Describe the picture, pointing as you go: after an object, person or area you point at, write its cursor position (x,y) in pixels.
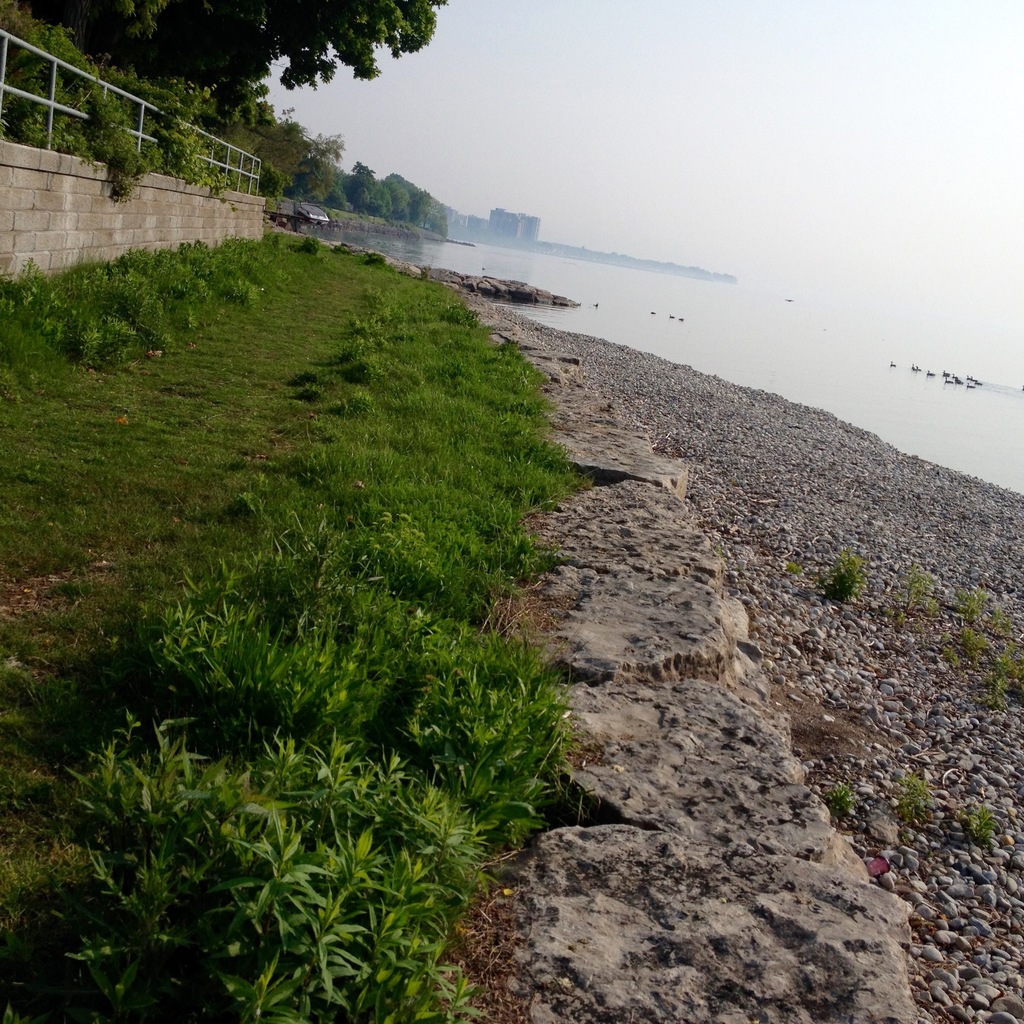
In this picture I can see there is a ocean (797,323) on to right (997,386) and there are few ducks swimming in the water (1004,374) and there are stones (741,508) here, there is grass (225,383) and plants (204,879) on to left (341,409) and there is a wall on to left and there are trees (326,153) and in the backdrop (495,222) there are buildings (469,219) and the sky (605,228) is clear.
